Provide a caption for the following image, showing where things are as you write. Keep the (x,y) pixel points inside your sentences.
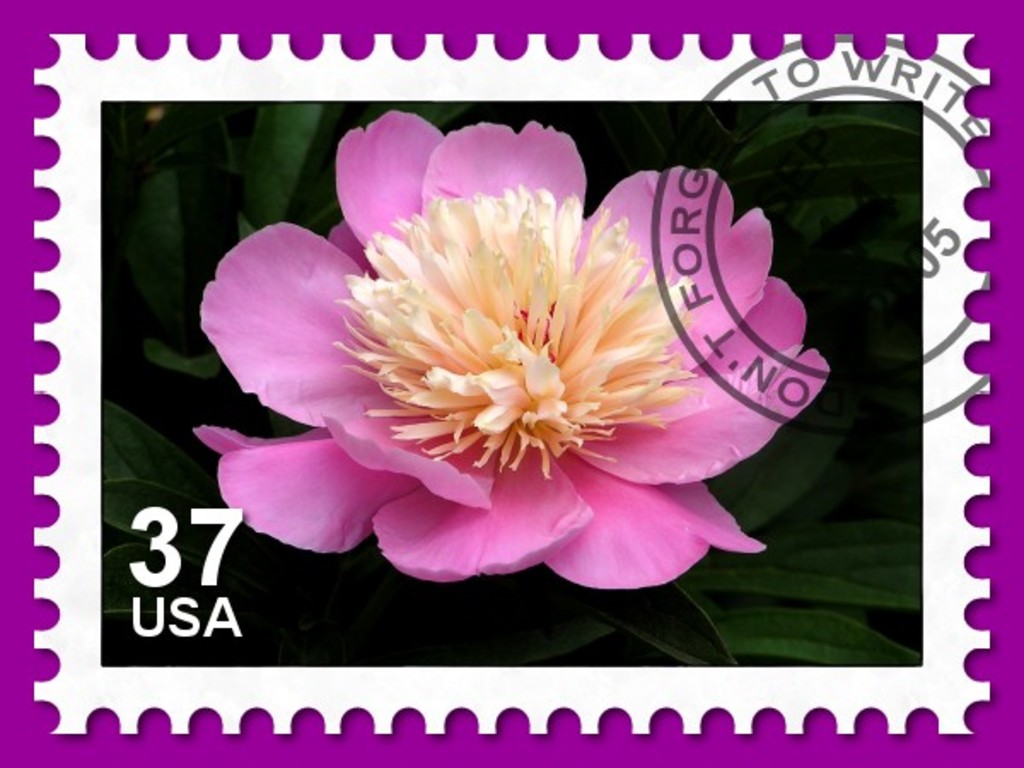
In this picture we can see a pink flower (388,362) and behind the flower (318,394) there are leaves (753,459) and on the image there is a watermark (804,249).
